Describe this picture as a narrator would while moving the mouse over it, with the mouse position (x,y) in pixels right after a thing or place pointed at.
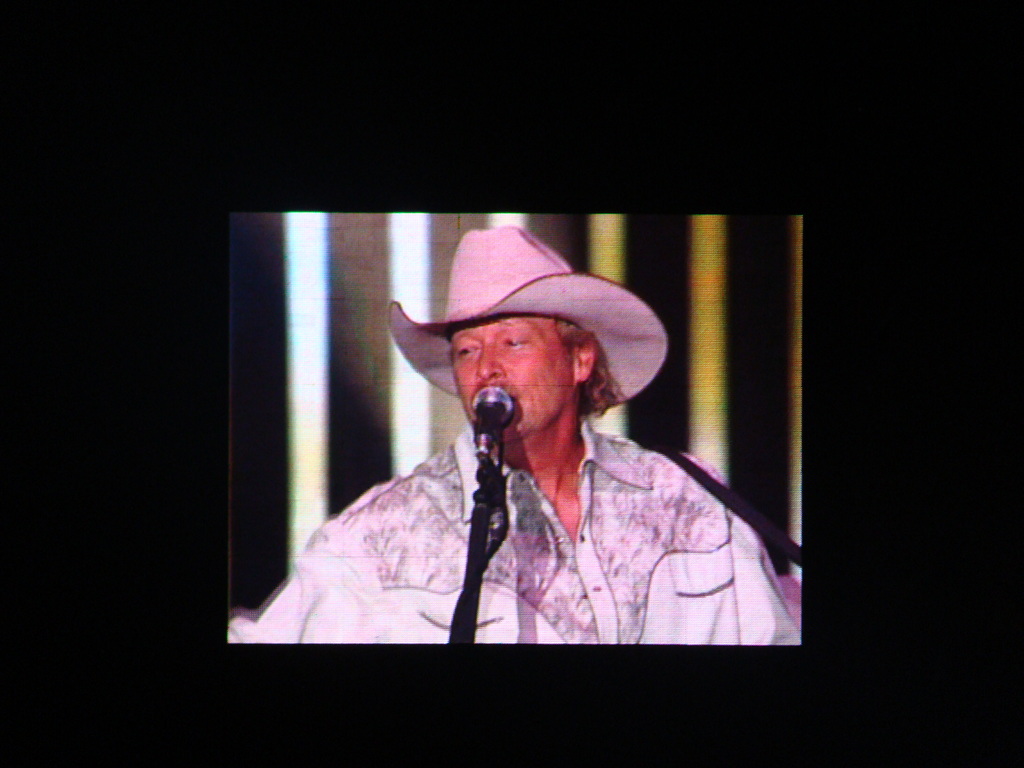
In the picture we can see a screen (668,556) with a man (334,522) singing a song into the microphone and he is wearing a white color shirt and a hat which is also white in color and some pink color light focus on him.
